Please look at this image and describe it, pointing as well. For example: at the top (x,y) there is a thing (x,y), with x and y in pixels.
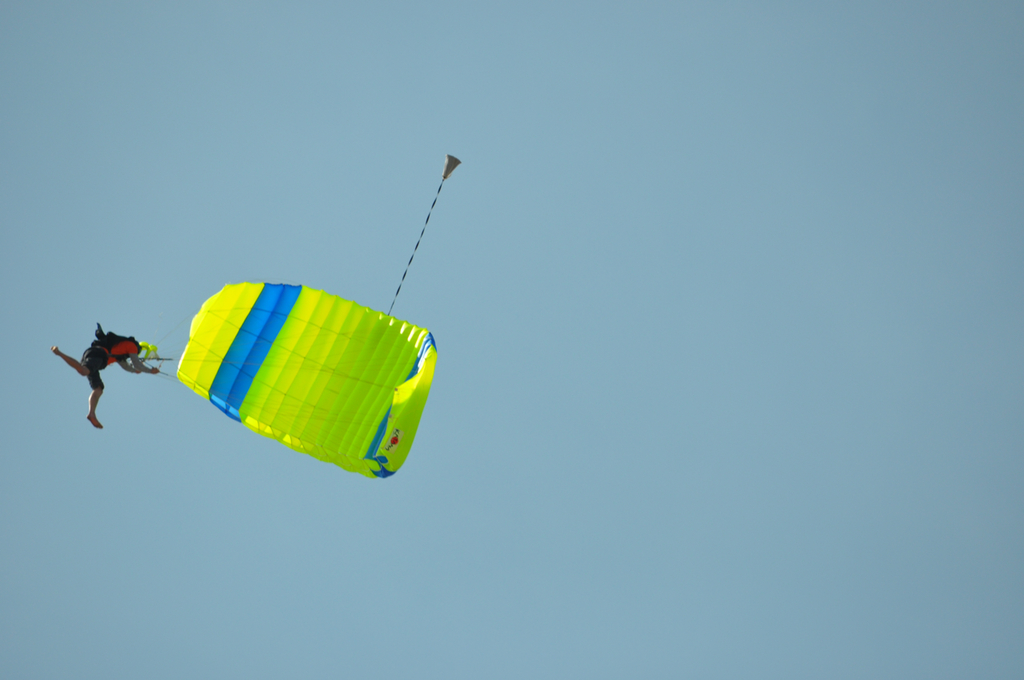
In this image there is a person (128,349) flying with a parachute (253,401).
